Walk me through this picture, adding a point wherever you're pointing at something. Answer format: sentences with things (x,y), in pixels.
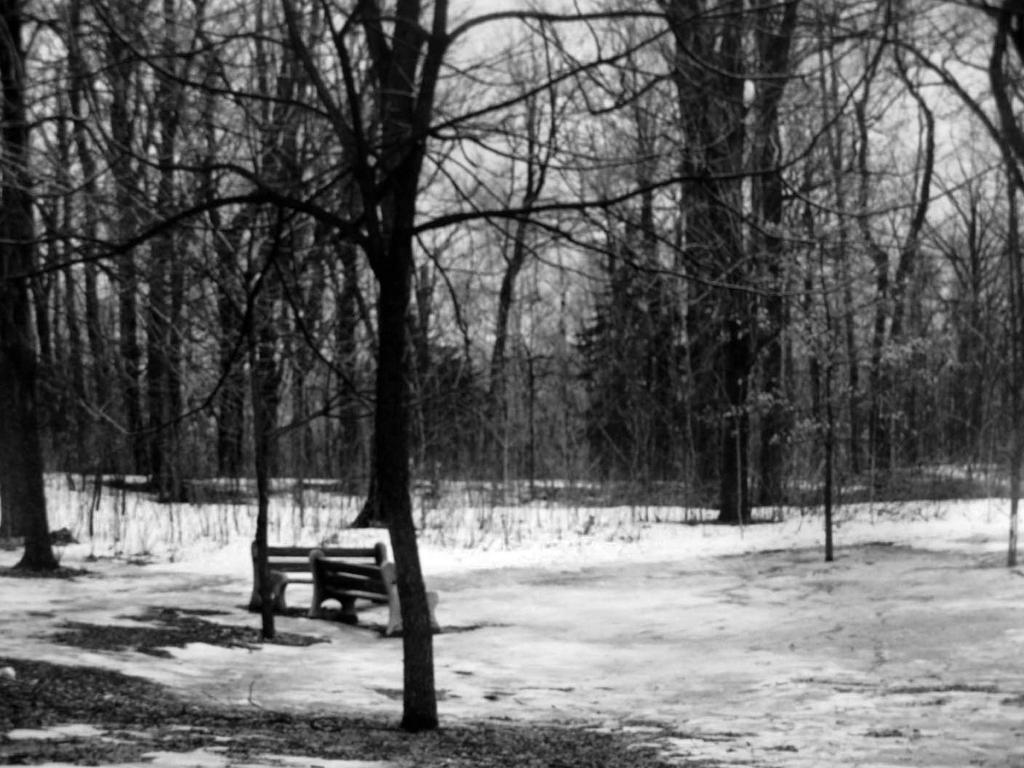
In this image I can see two benches (331,552) on the ground (339,690), trees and the sky (364,59). This image is taken may be in the forest (436,366).
